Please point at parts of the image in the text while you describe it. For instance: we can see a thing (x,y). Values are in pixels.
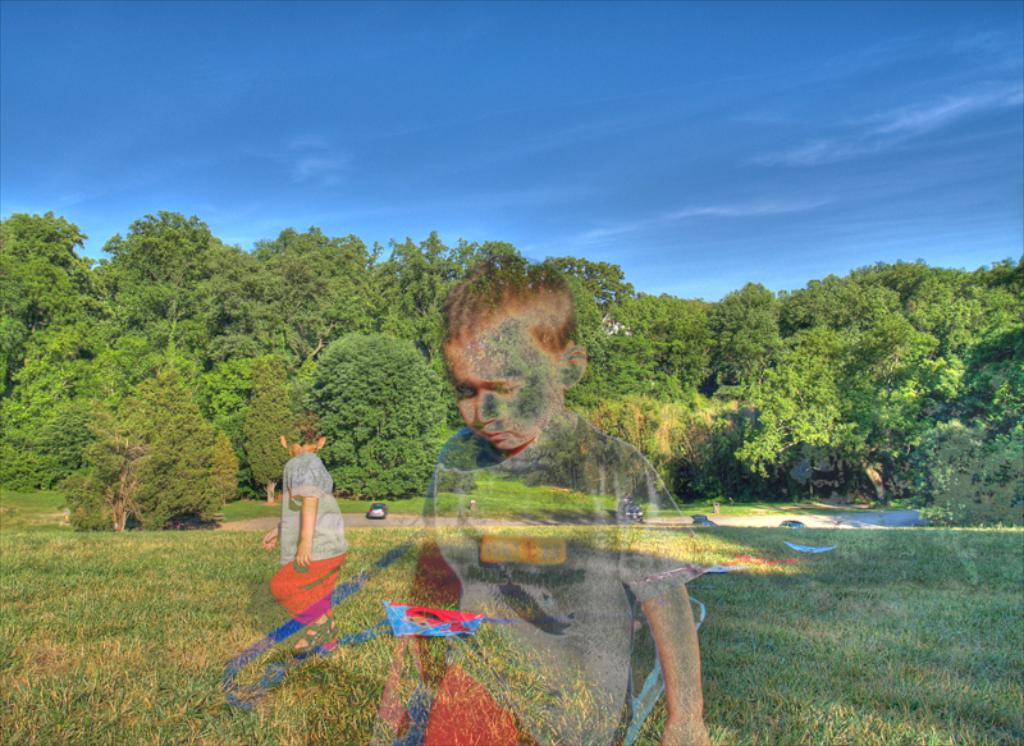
In this image we can see an edited picture, there is a boy (562,510) on the grass (509,644) and in the background (663,394) there are few cars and trees (693,345) and sky (549,124) on the top (597,137).
